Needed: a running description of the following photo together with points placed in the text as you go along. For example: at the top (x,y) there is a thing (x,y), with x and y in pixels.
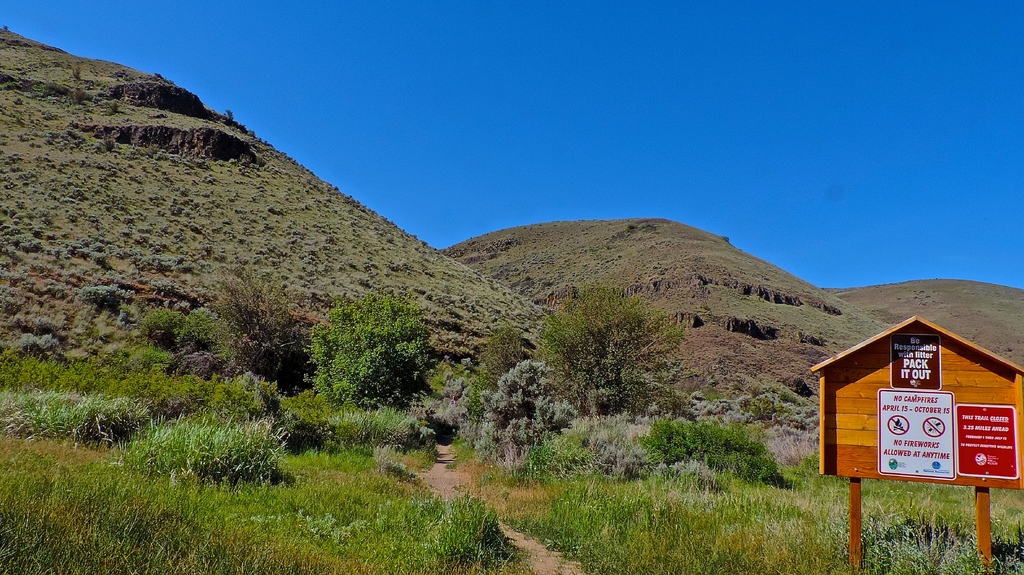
This picture is taken from outside of the city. In this image, on the right side (1023,396), we can see a wood hut (863,396), on the hut (971,479), we can see some posters (977,467) attached to it with some text (907,365) written. In the background (22,306), we can see some trees (611,361), rocks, plants (134,338). At the top (573,73), we can see a sky (716,205), at the bottom (742,486), we can see some plants (1012,551) and a grass (485,570).
